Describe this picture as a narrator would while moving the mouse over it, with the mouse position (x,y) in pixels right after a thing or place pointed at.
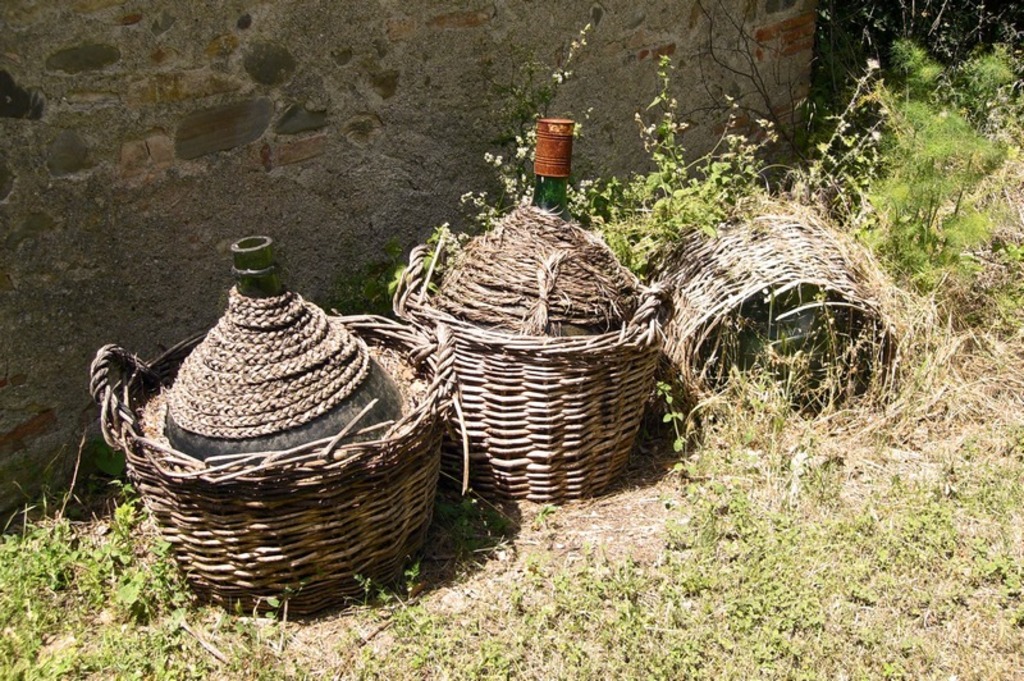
In the background (332,133) we can see the wall (20,78). In this picture we can see the baskets (297,512) and objects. We can see the plants (989,244) and the ground (799,483).
